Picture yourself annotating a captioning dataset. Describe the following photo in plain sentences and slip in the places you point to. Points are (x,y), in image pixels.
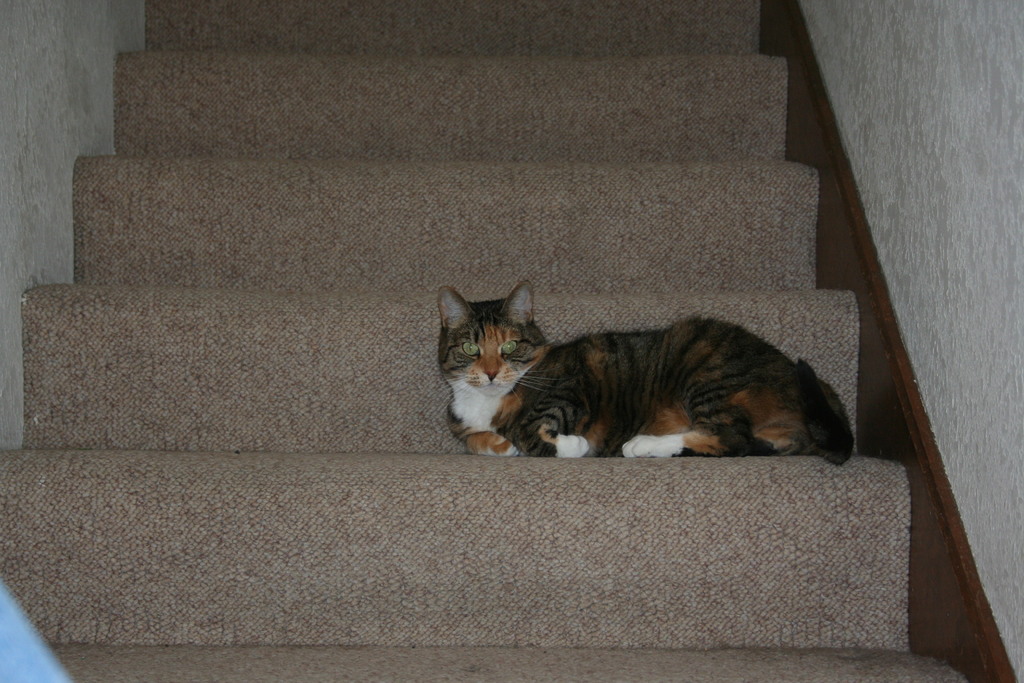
In the center of the image (682,358) a cat (526,421) is present on the stairs (553,219). In the background of the image (942,192) there is a wall (928,342).
